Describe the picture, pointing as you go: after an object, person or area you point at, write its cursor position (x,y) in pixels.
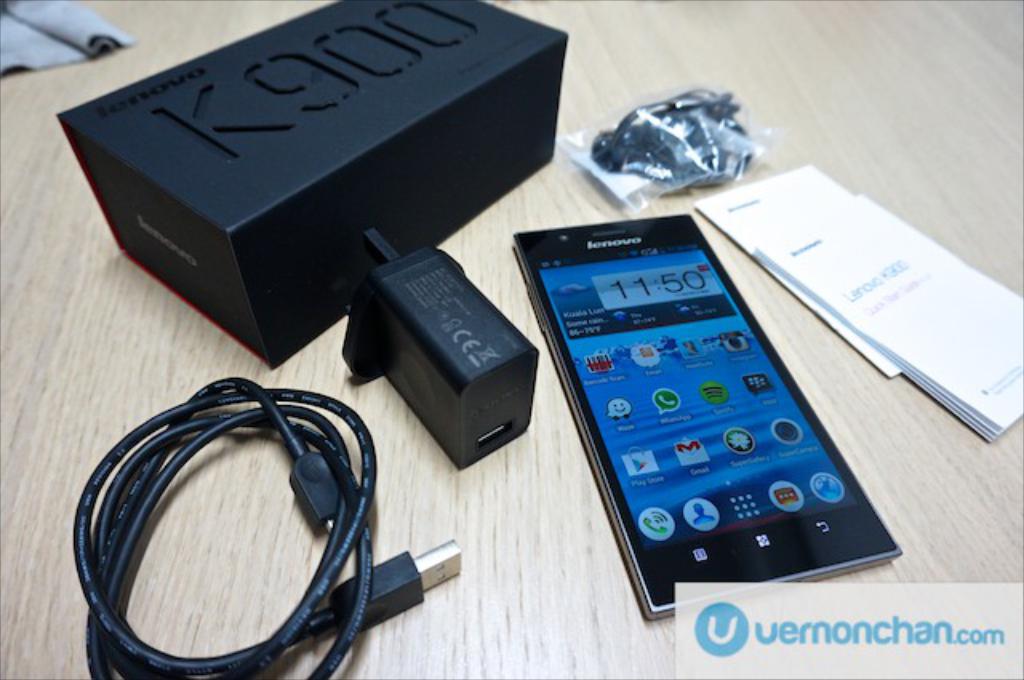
In the image there is a cell phone (724,442), charger (523,394), usb cable (340,650), box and papers (906,348) along with earphones (675,113) on a table (481,626).
